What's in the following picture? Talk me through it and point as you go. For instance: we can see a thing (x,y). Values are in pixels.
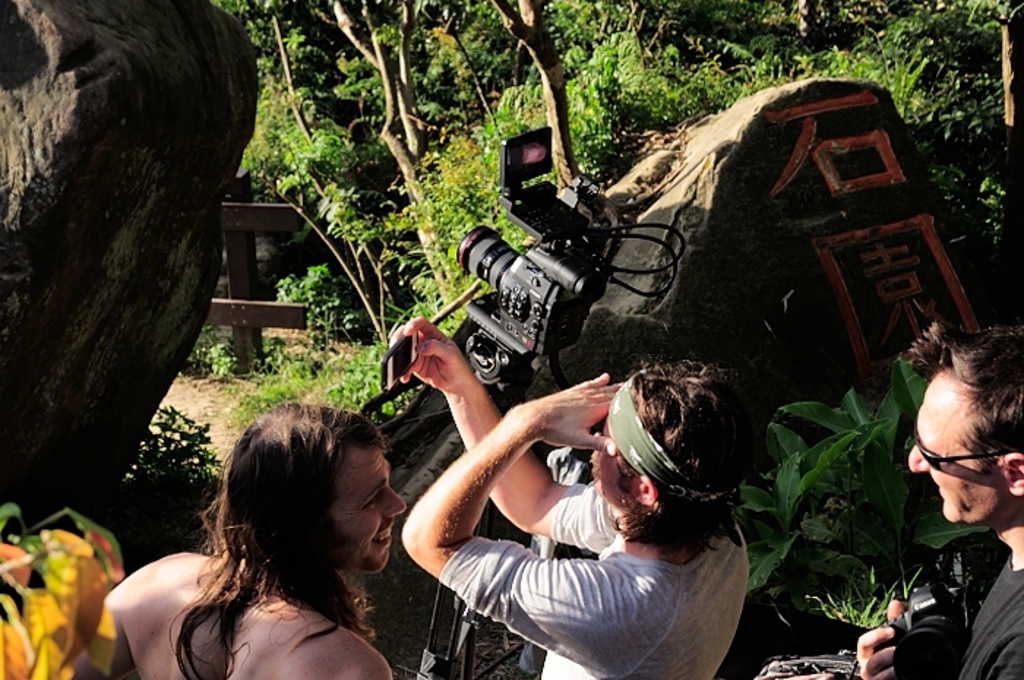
In this picture there are three people (699,633) and one of them is holding the camera (557,327), there is a rock (758,252) in front of them and there are some trees (368,98) a wooden, fence (240,298), grass (329,366), plants (375,360) and also smartphone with them.
